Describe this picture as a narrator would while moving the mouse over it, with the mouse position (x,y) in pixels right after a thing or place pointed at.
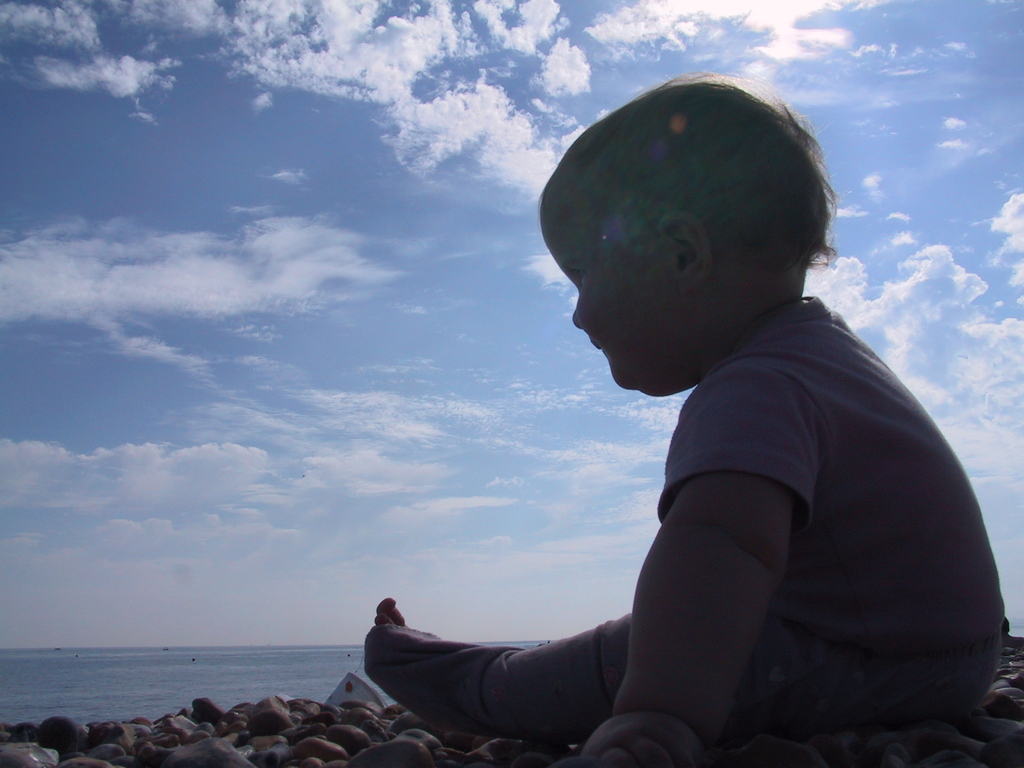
On the right side of the image (795,531) we can see one baby (893,594) sitting. In the background (521,137), we can see the sky (457,143), clouds (377,106), water (199,664), one tent (365,695), stones (274,744) and a few other objects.
